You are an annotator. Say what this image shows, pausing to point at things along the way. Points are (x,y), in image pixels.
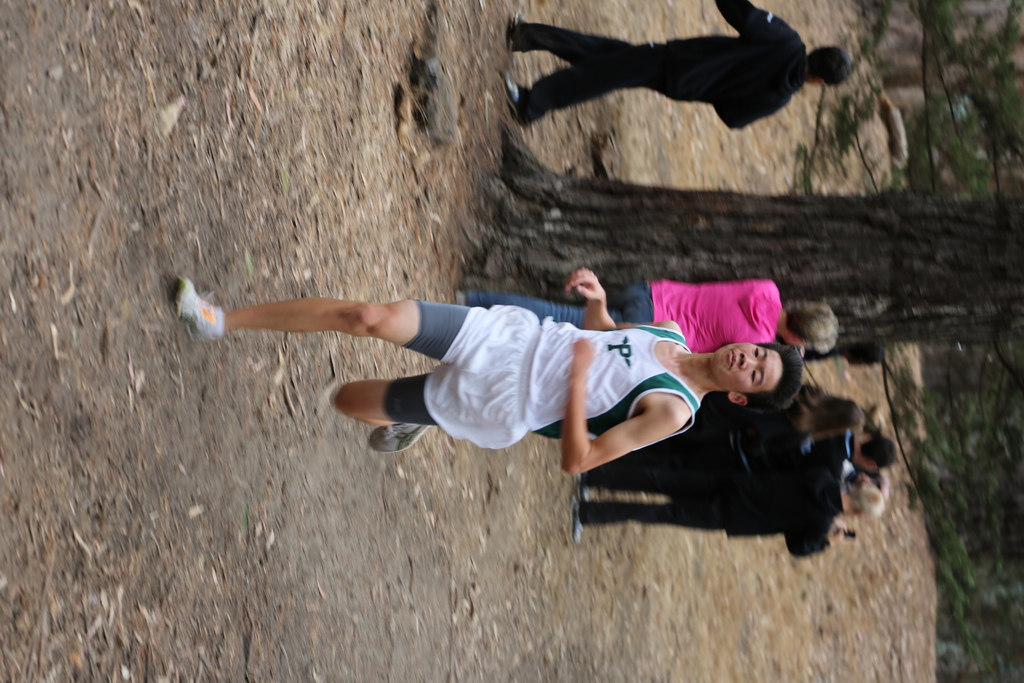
This is a rotated image. In this image there are a few people (625,319) standing and walking, one of them is running. In the background (885,18) there are trees (887,5).
